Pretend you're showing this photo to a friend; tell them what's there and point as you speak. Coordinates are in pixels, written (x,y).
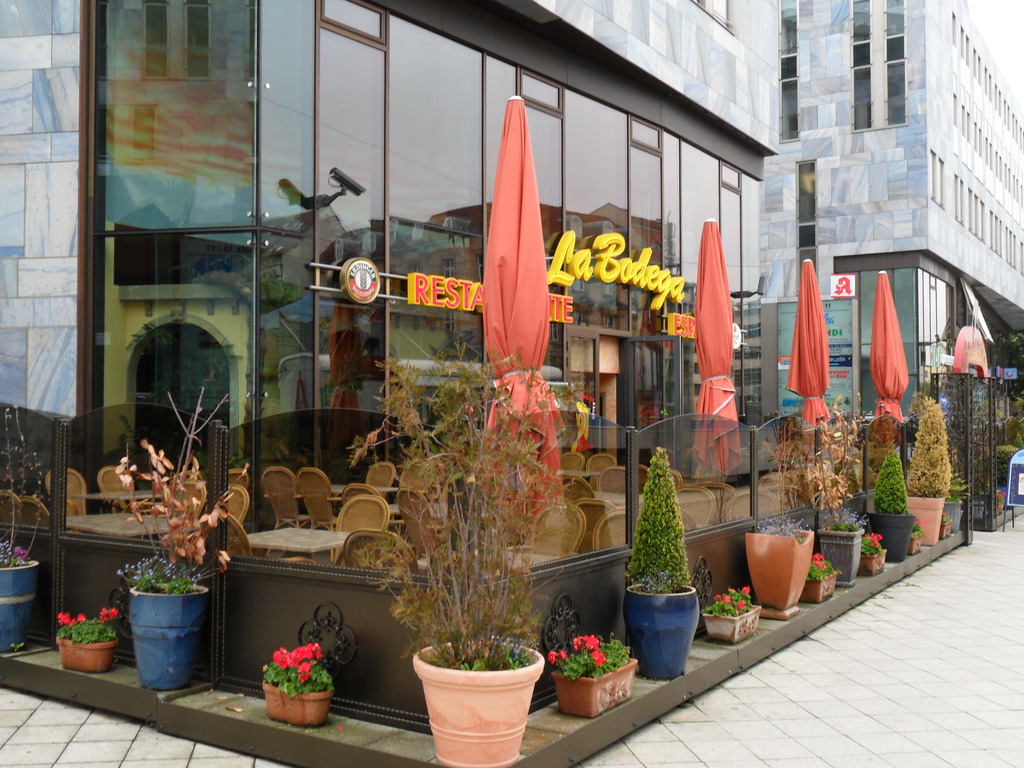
In this image, we can see plants (611,661) with pot (597,698) and walkways (809,751). Here we can see flowers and glass railing (609,578). Through the glass (620,540) we can see chairs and tables (510,550). Background (914,327) we can see buildings (602,231), walls (950,173), glass objects (382,248), umbrellas (498,294) and name boards (360,285). On the right side of the image (1016,487), we can see a board (1016,487). On the glasses (248,251) we can see few reflections (235,261).
